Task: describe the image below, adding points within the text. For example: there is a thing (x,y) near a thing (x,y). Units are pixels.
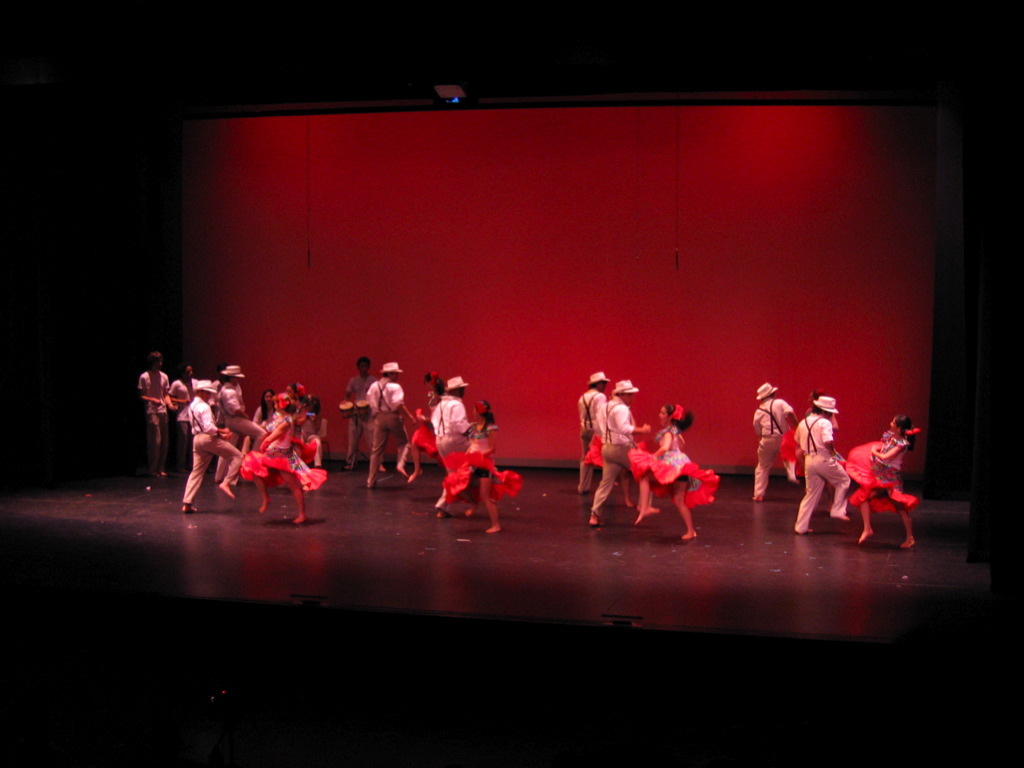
In this picture we can see a group of people (875,455) dancing on the stage (526,505) and some people (173,385) holding the musical instruments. Behind the people (197,406) there is the red and dark background (430,87).
